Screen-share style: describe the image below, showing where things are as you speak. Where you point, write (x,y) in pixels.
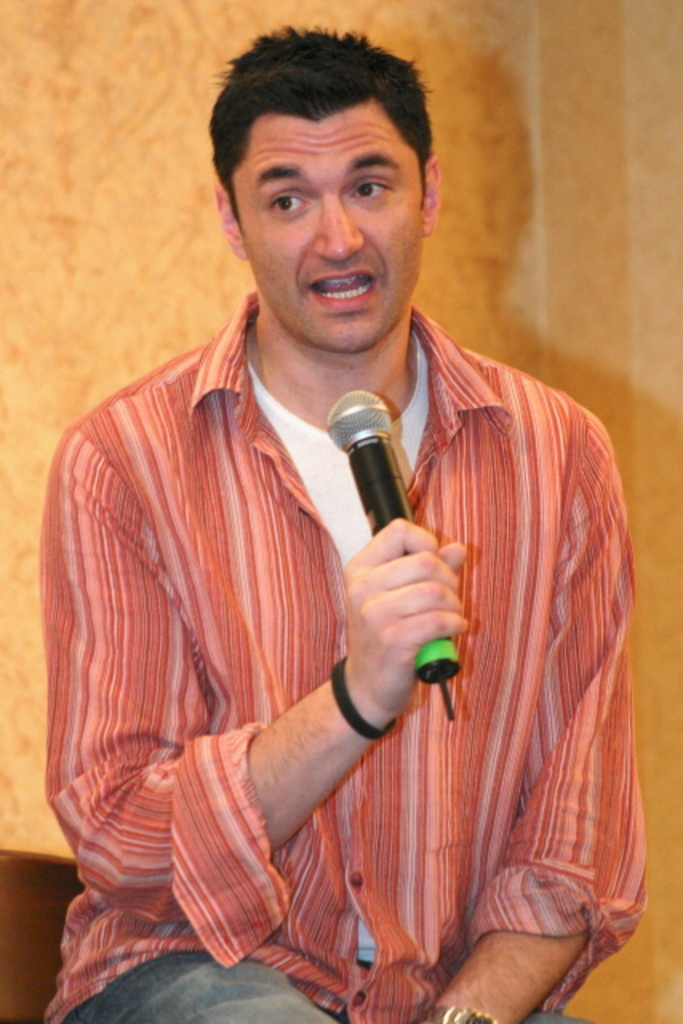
In this picture we can see a man (93,1003) who is holding a mike (380,523) with his hand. On the background (580,256) there is a wall (558,214).
